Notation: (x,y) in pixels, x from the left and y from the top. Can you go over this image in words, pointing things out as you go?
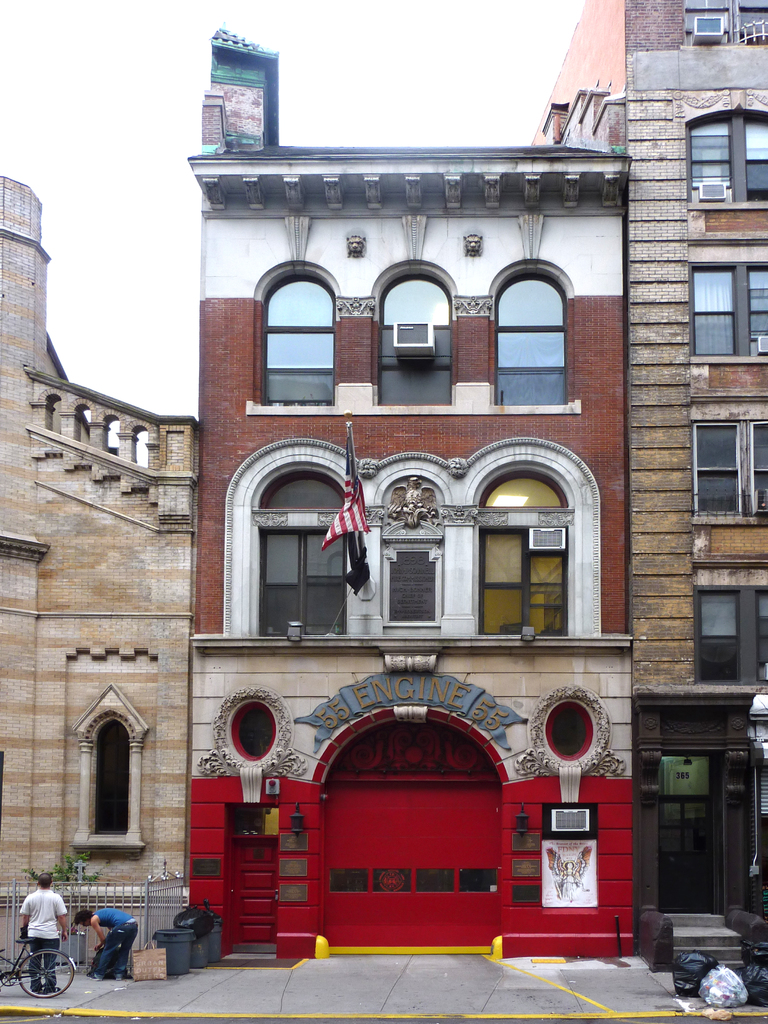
In this image we can see buildings (400,581) with windows (522,543). Also there is a flag (347,509) with a pole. And we can see two persons (90,910). And there are waste bins (175,933) and packets (188,928). Also there is cycle (57,950) and railing (114,893). In the background (201,88) there is sky (429,3).
